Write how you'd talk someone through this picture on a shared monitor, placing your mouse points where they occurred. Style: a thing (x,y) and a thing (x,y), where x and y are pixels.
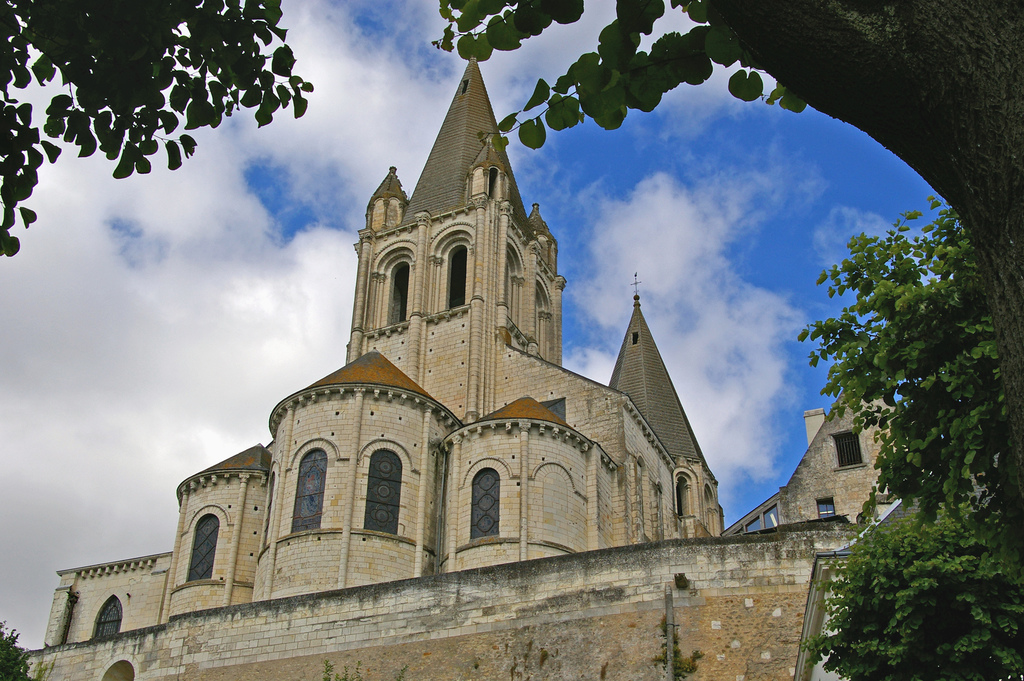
In this image we can see the building (558,476) and windows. And we can see the trees (579,5), at the top (779,122) we can see the sky (339,7).
